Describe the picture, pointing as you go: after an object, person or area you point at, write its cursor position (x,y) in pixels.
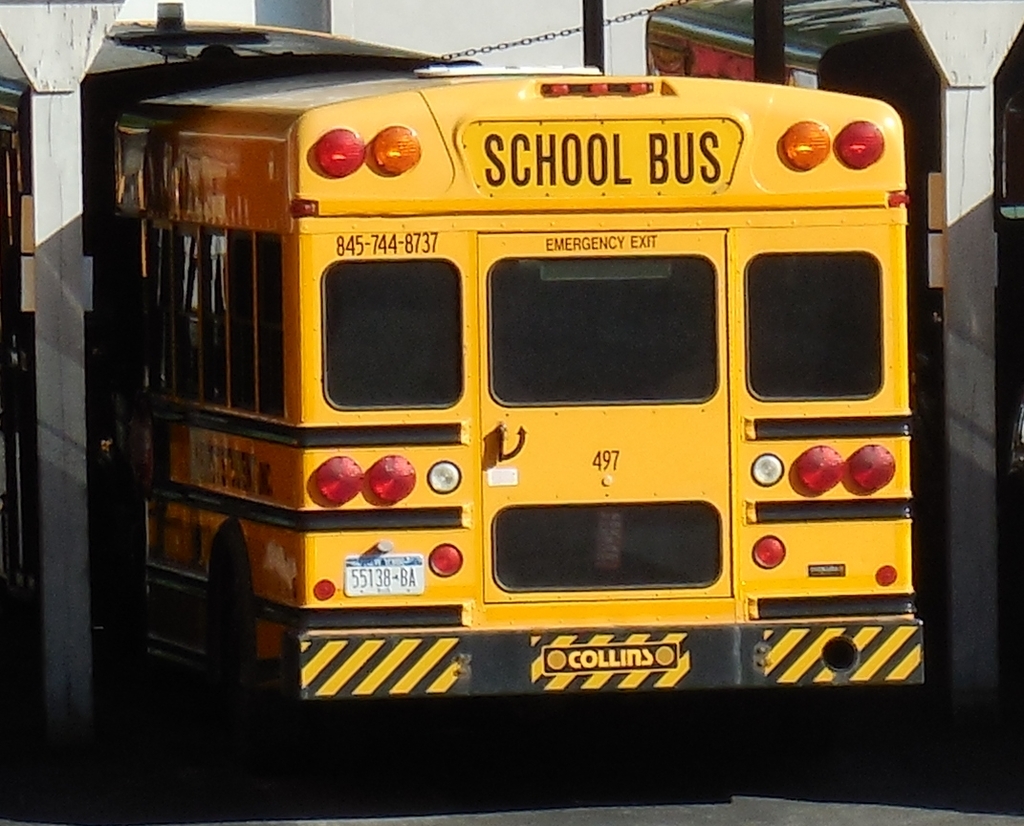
This is a zoomed in picture. In the center (532,329) there is a yellow color bus (275,128) seems to be parked on the ground (268,775). In the background (982,29) we can see the wall (524,16) and the pillars (966,153) and some metal rods (589,32).
